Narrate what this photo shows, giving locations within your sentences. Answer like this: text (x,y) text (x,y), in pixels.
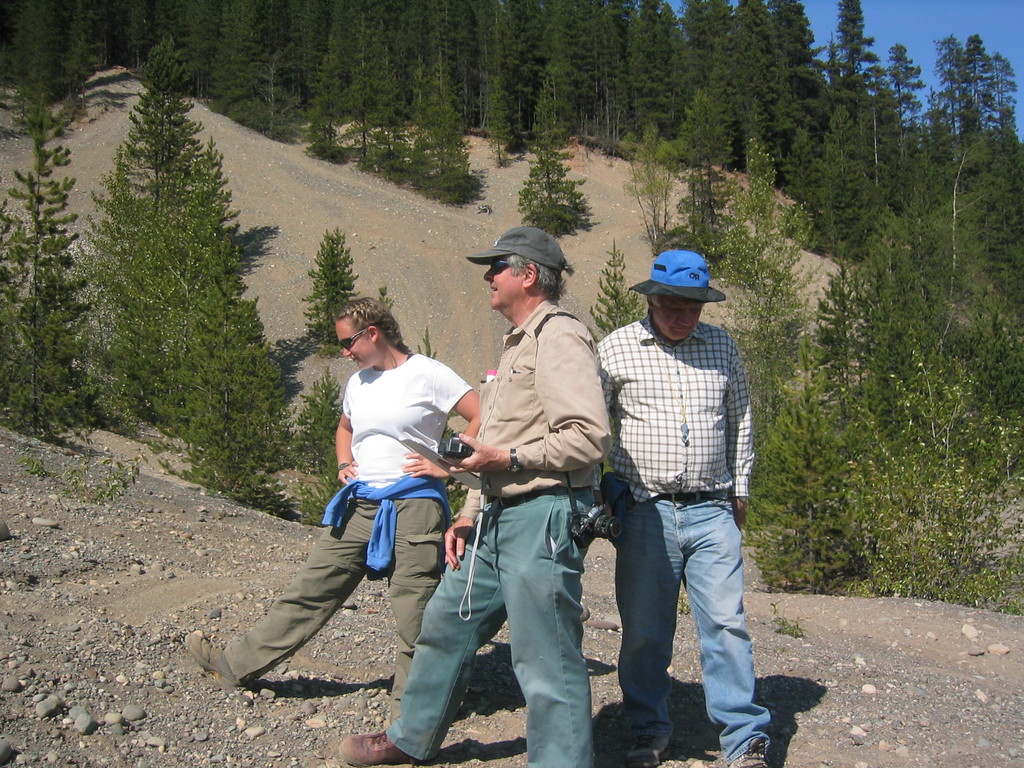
In this image two men (591,393) and a woman (428,496) are standing on the land (464,721). Men (646,283) are wearing caps (555,250). The person (561,278) in the middle of the image (510,357) is holding a camera (459,445). Left side there is a woman (427,390) wearing goggles (341,340). Background (580,10) there are few trees (592,111) on the land (482,285). Right top there is sky (934,36).
